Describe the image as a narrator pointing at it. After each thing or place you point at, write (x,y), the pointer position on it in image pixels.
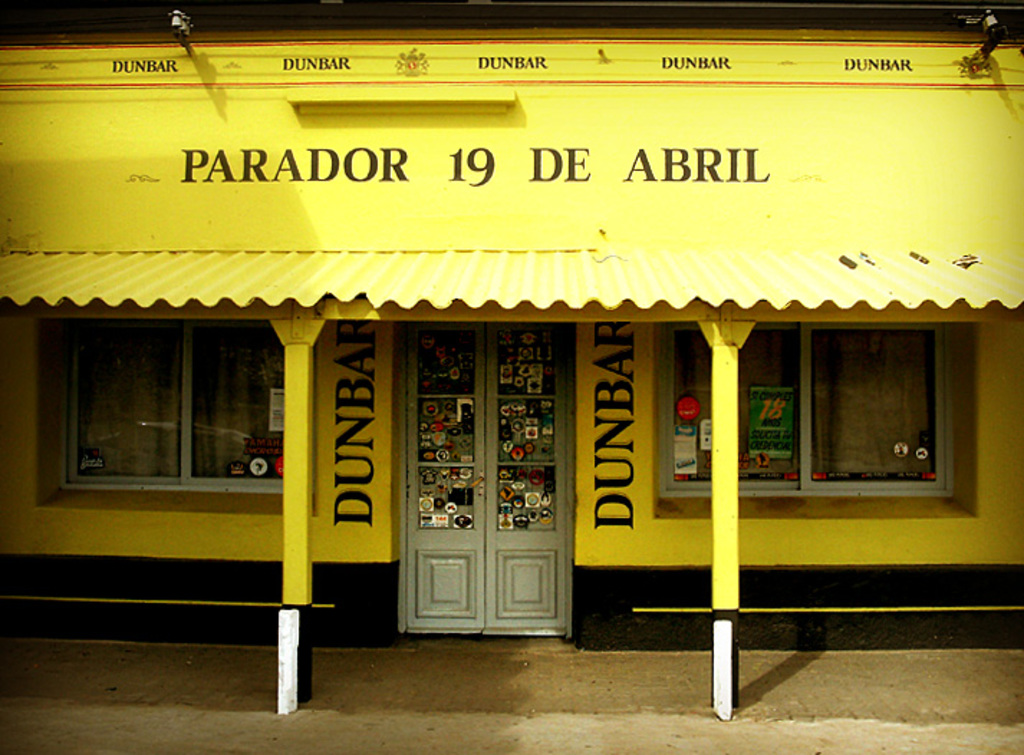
In the foreground (863,223) I can see a house (270,298), pillars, windows (264,436), door (459,553) and a text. This image is taken may be during day.
